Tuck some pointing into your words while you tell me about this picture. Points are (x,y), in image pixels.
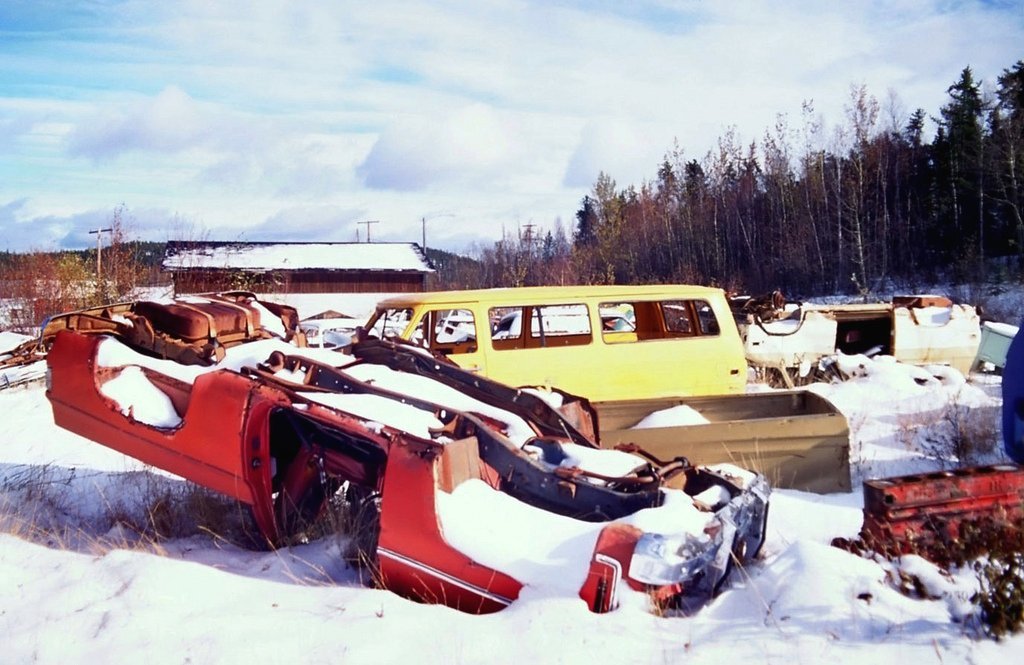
In this picture we can observe yellow color vehicle (483,368) on the snow (403,616). We can observe some snow (469,514) on the land (898,419). In the background (282,262) we can observe a house (274,265). There are some trees (508,272). There is a sky (332,83) with some clouds (440,72).
